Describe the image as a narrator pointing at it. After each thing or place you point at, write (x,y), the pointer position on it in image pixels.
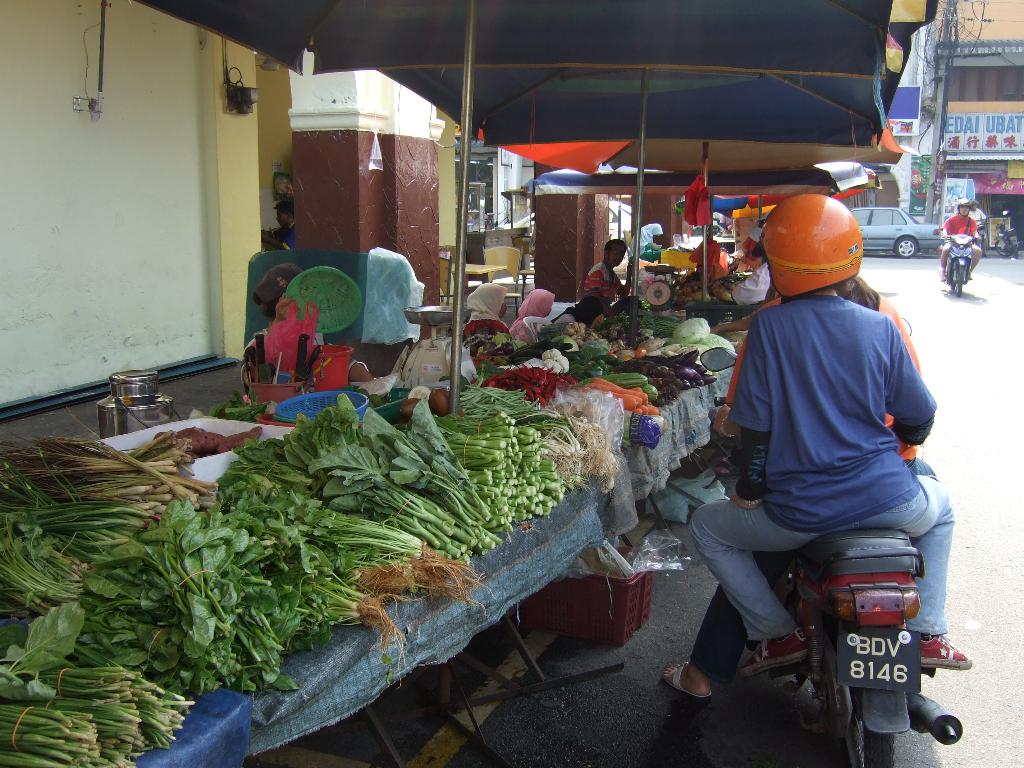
As we can see in the image there is a wall (89,249), few vegetables (292,470) on tables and a car (896,248) and motor cycle (899,600) on road (941,290) and there is a building (967,143).
